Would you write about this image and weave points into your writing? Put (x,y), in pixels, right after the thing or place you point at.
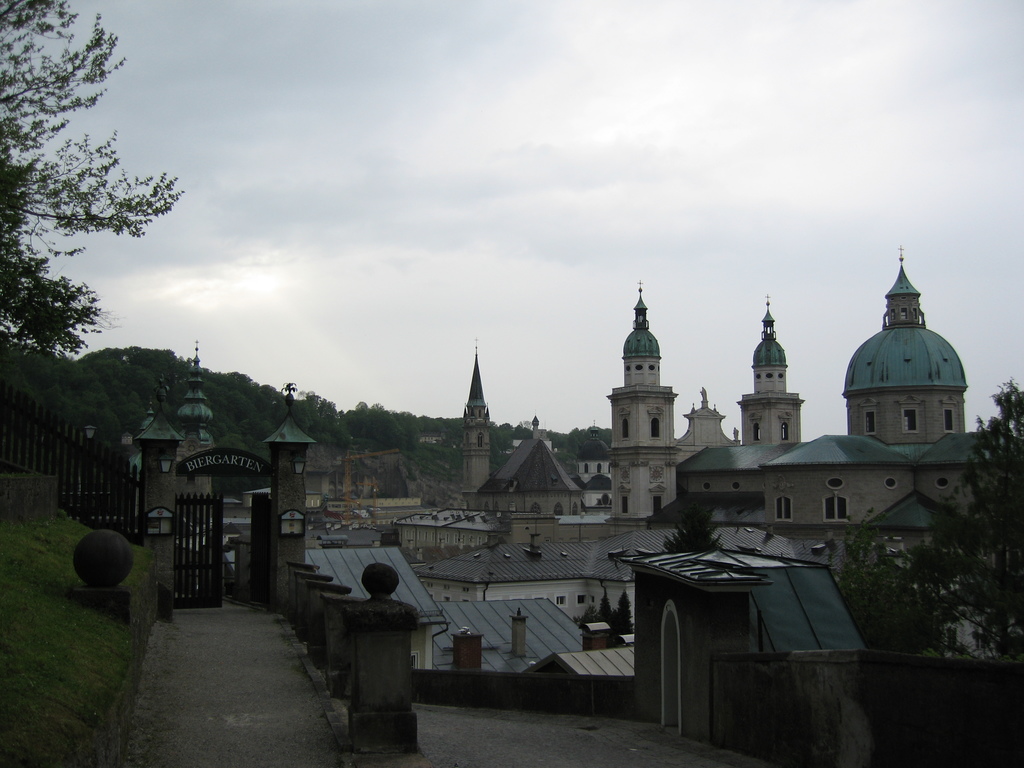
In the foreground of this image (408,664), there is the path (492,728) to walk, grass (68,633), gate (209,532), railing (65,486) and the tiny wall (767,670). In the background (460,573), there are few buildings (632,570), domes (887,361), trees (205,395), sky (335,119) and the cloud (409,91).
